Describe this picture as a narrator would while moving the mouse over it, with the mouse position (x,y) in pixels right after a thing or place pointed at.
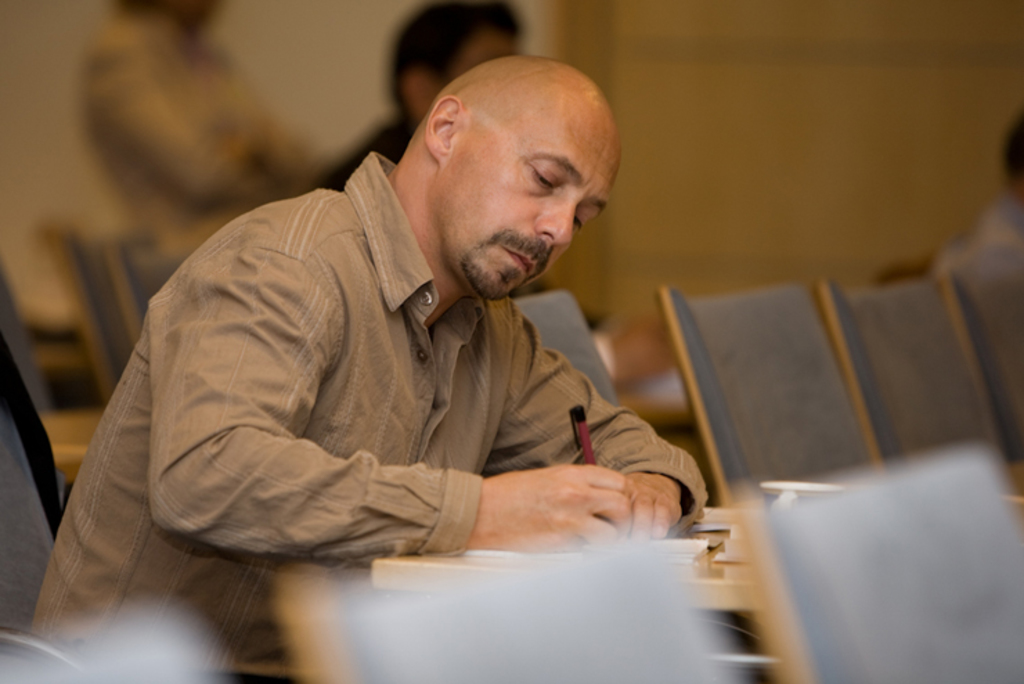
In this picture there is a man (442,534) who is wearing shirt (269,521) and writing something on the paper (634,550) with pen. He is sitting on the chair (12,561), beside him there is a table (733,598). On the table (736,585) I can see papers (696,550) and teacup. In the back (496,31) there are two persons (1005,268) were sitting on the chair (999,279). Beside them there is a wall (690,221).
